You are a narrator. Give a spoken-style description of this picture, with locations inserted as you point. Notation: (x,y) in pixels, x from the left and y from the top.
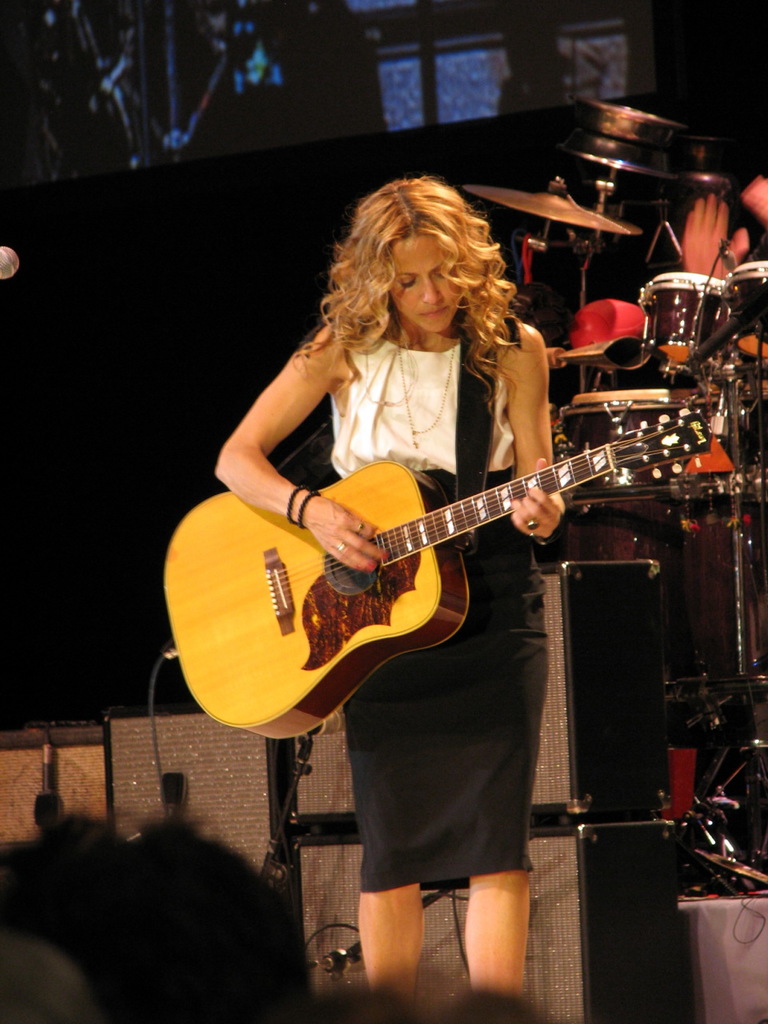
In this picture we can see a woman (413,785) holding guitar (432,603) in her hand (537,528) and playing it and at back of her we can see drums (700,295), some persons hand (699,240) and in the background (463,131) we can see window (429,90) and it is dark.
